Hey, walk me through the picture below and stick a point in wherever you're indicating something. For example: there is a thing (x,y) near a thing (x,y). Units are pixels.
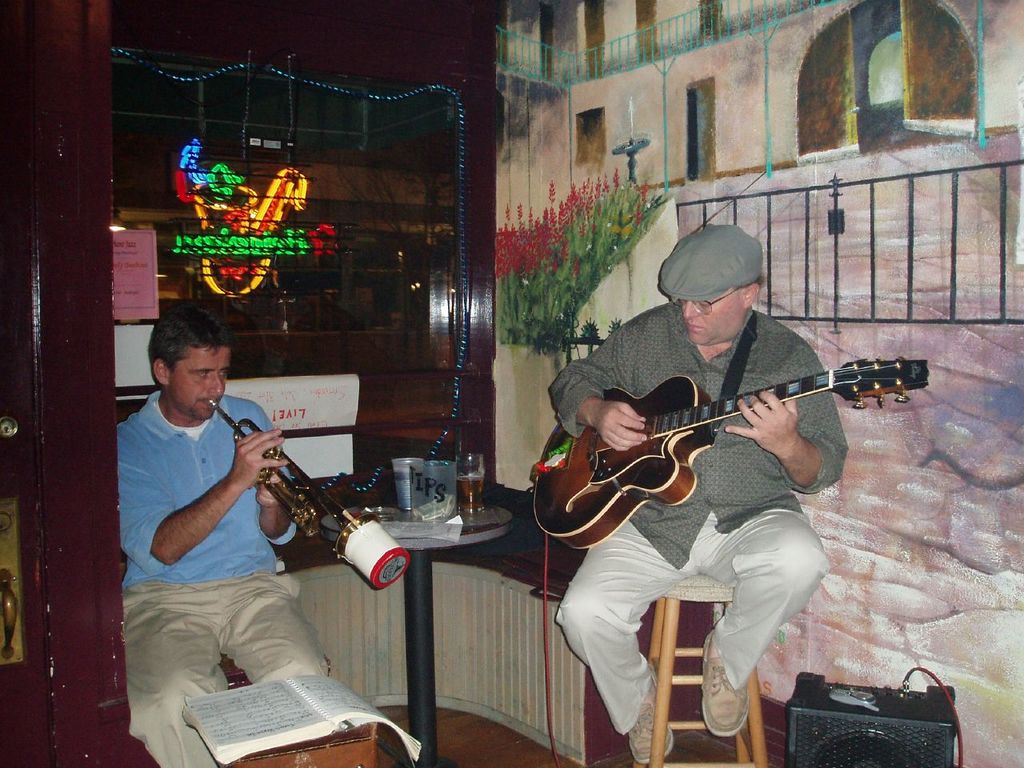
These two persons (140,433) are sitting on the chairs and playing musical instruments (295,519). We can see book (270,727) on the chair (264,758). On the background (652,262) we can see wall (601,54), glass window (310,189), glasses (420,486) on the table (405,518). We can see electrical device (797,728) on the floor (516,743).
